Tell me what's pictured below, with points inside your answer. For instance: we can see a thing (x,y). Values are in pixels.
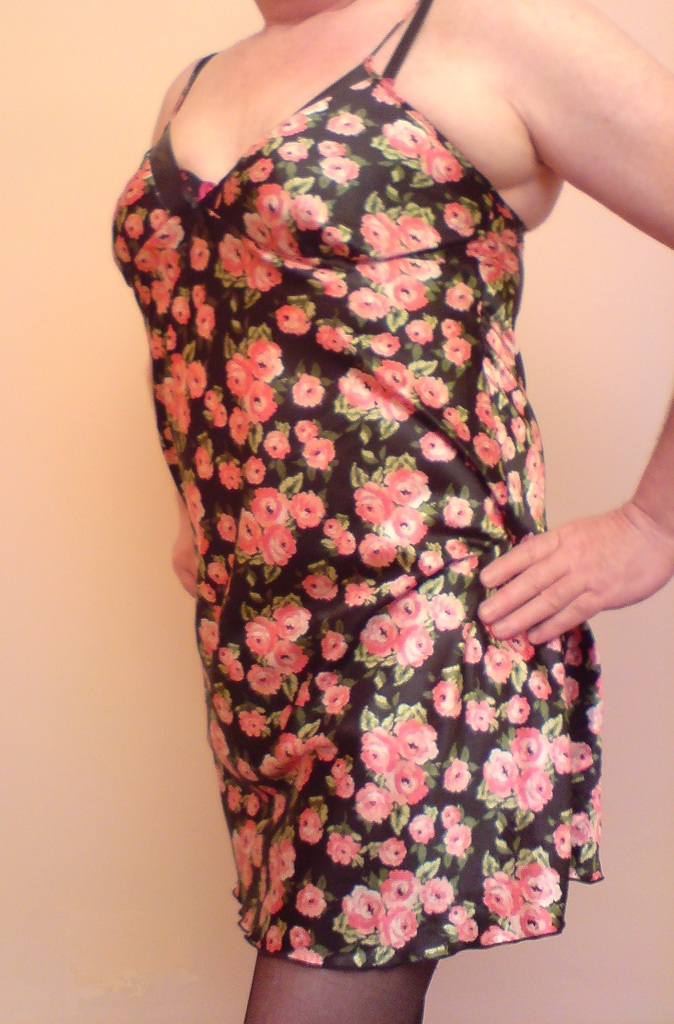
In this picture I can see a person (450,572) and a plain background (111,354).
